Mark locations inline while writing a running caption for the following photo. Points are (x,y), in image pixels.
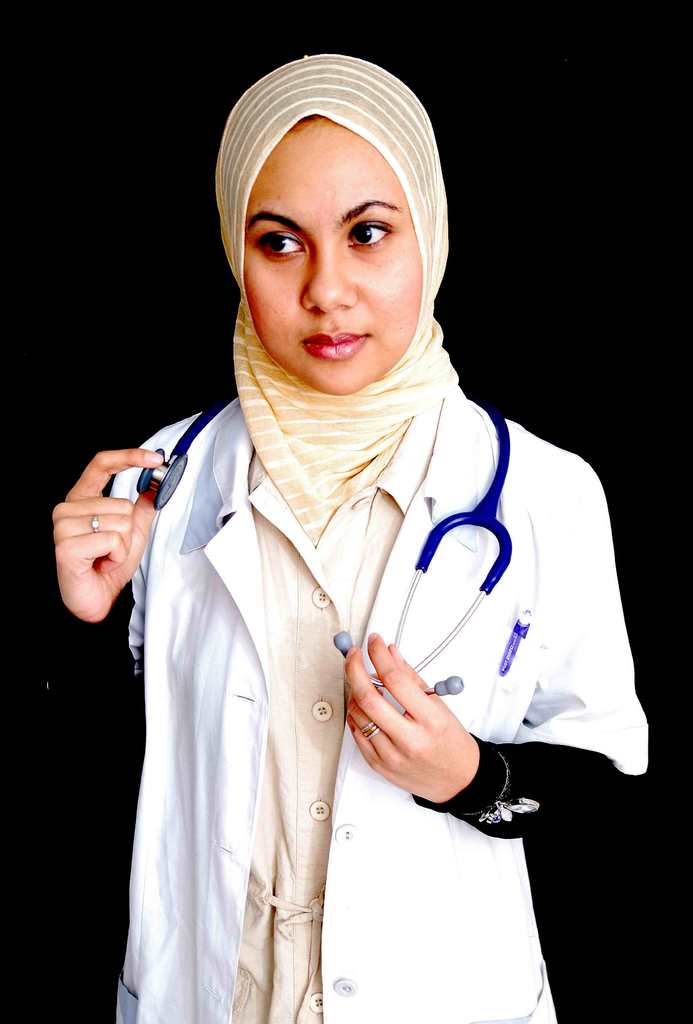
In this image we can see a person (393,680). There is a stethoscope (467,622) in the image. There is a dark background (605,253) in the image.
